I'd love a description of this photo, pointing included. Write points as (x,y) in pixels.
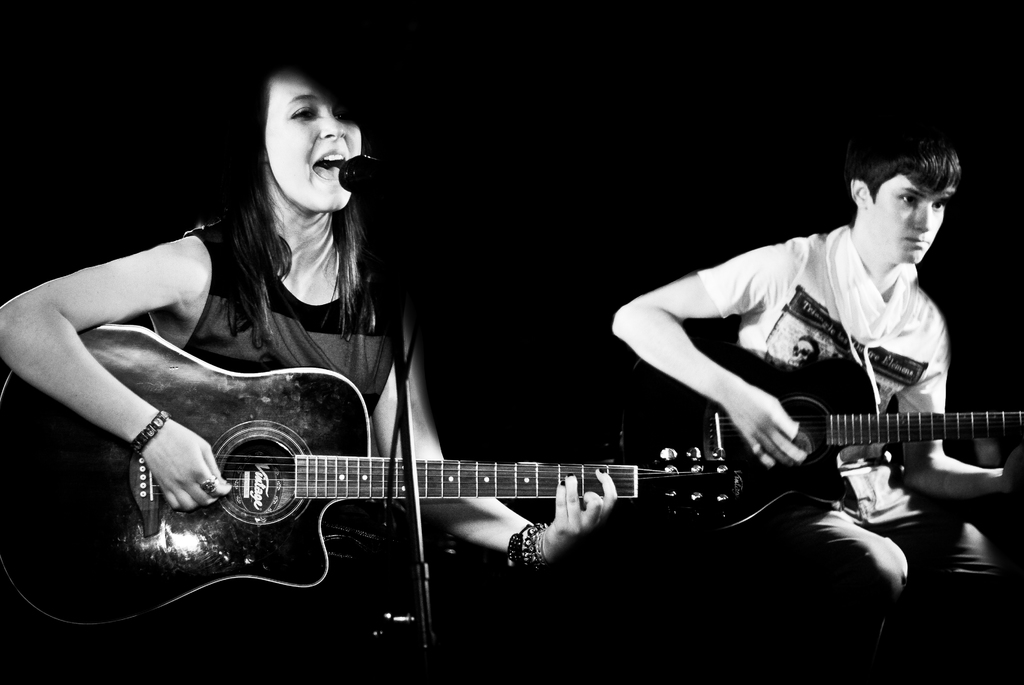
In this image we can see this lady (573,478) is holding a guitar (442,497) in her hands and playing. She is also singing through the mic (357,185). This person (791,300) is also holding a guitar (772,384) in his hands (744,401) and playing it.
